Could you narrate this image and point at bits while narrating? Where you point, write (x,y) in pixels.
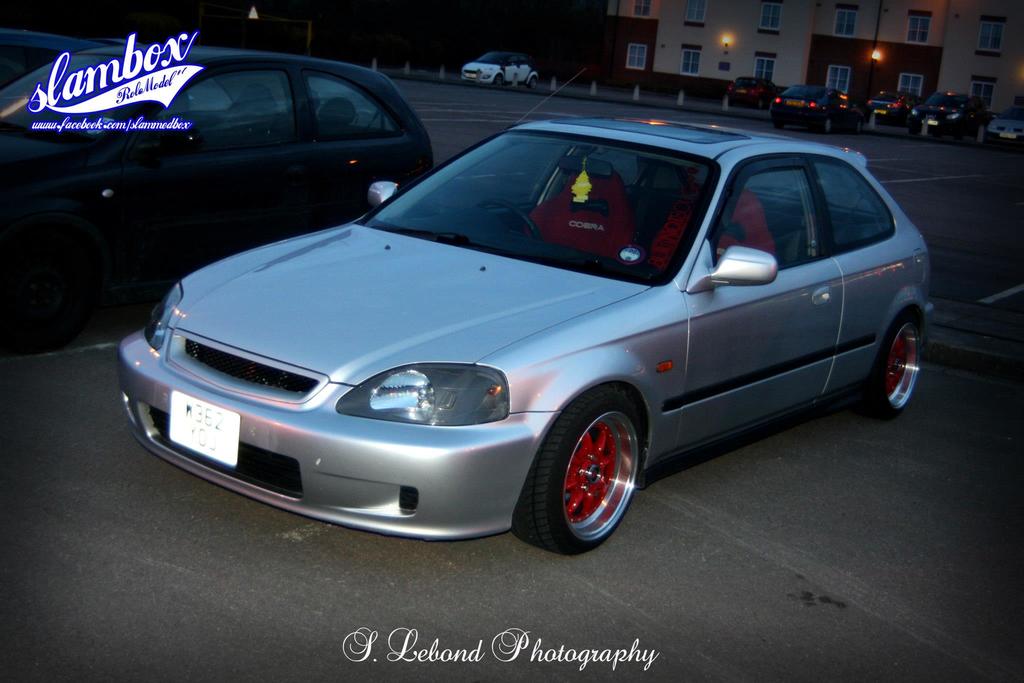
In this picture I can see buildings (931,57) and few cars (643,134) parked and I can see couple of lights (875,52) and I can see text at the top left corner (154,118) and at the bottom of the picture (364,659).
